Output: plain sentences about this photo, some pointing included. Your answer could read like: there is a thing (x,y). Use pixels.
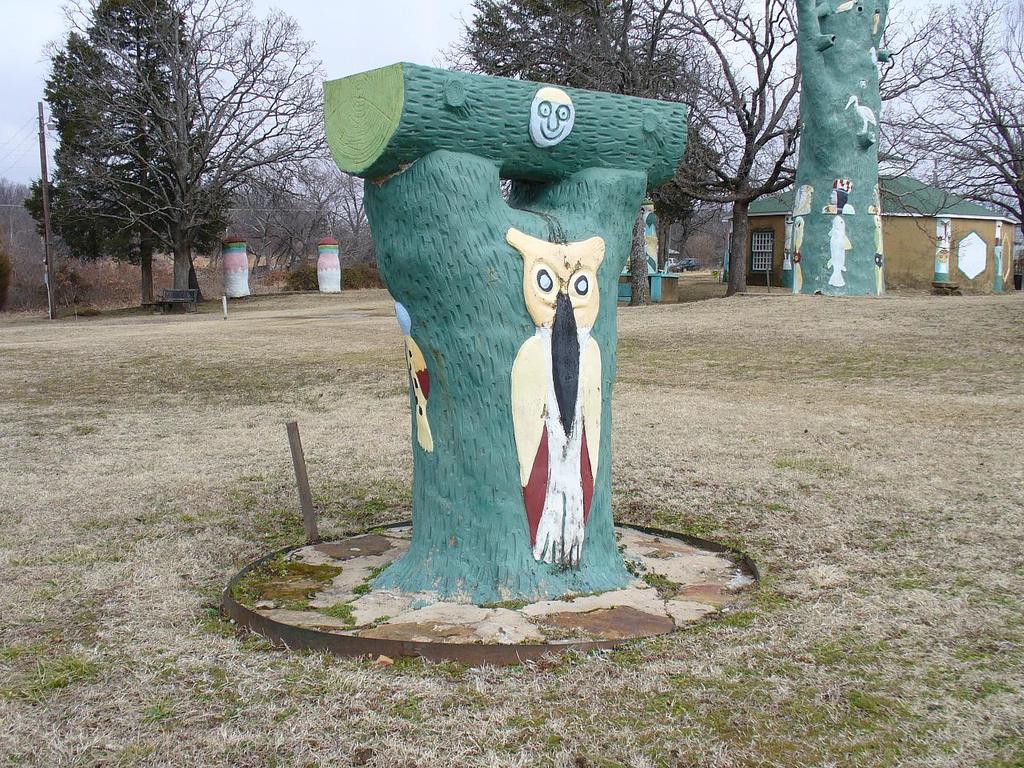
In this image there are paintings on the tree trunks (878,285), there is a house (930,202), grass (847,437), trees (1004,150), and in the background (381,58) there is sky (328,34).
